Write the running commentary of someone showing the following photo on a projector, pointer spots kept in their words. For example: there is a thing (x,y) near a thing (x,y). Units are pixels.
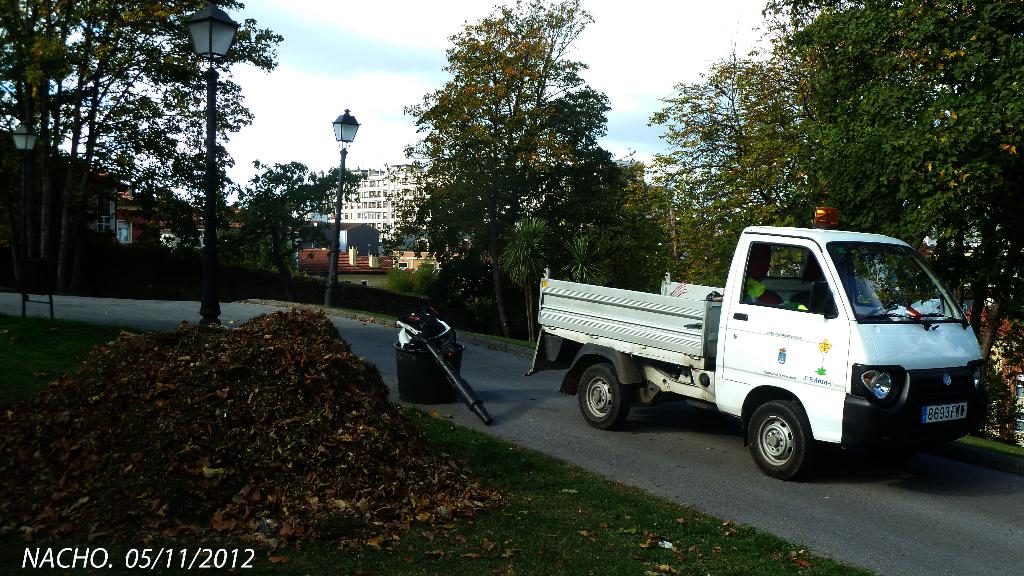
In this picture there is a road (561,412) in the center (467,368). On the road (866,473) there is a truck (950,313) which is in white in color. There are three lights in the picture. Towards the left corner (293,514) there are dry leaves (335,529) and a device (462,388) is placed on the road (479,388). In the background (452,148) there are buildings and group of trees (896,113).
